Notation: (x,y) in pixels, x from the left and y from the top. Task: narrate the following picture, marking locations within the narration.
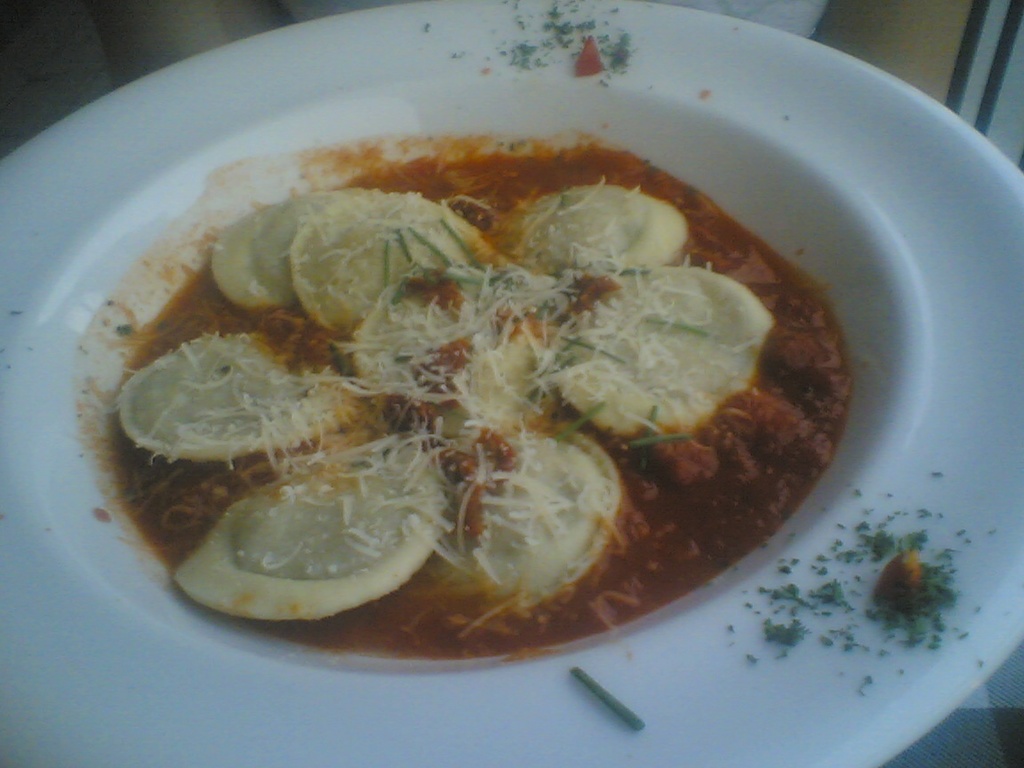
In the image in the center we can see one white color plate (34,598). In plate (54,719), we can see some food item (741,389).
